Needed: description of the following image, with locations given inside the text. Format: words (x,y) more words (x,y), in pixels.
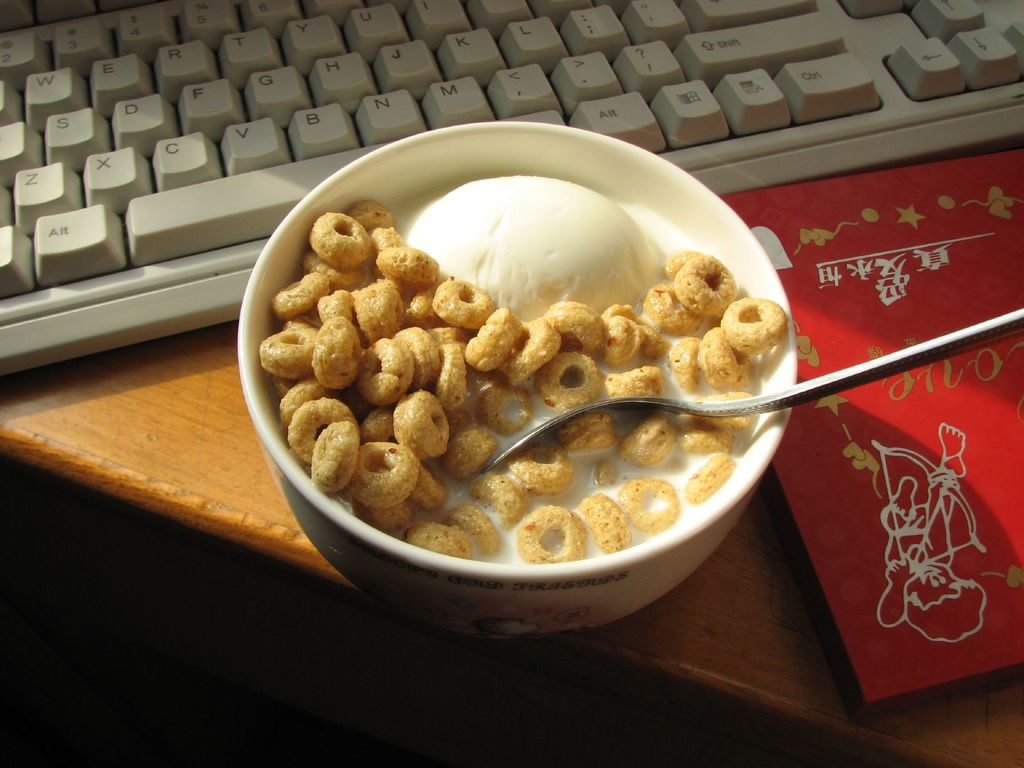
In this image we can see a bowl (760,383) with food item (666,473), red color book (811,590) and a keyboard (11,195) are kept on the wooden table (769,636).
